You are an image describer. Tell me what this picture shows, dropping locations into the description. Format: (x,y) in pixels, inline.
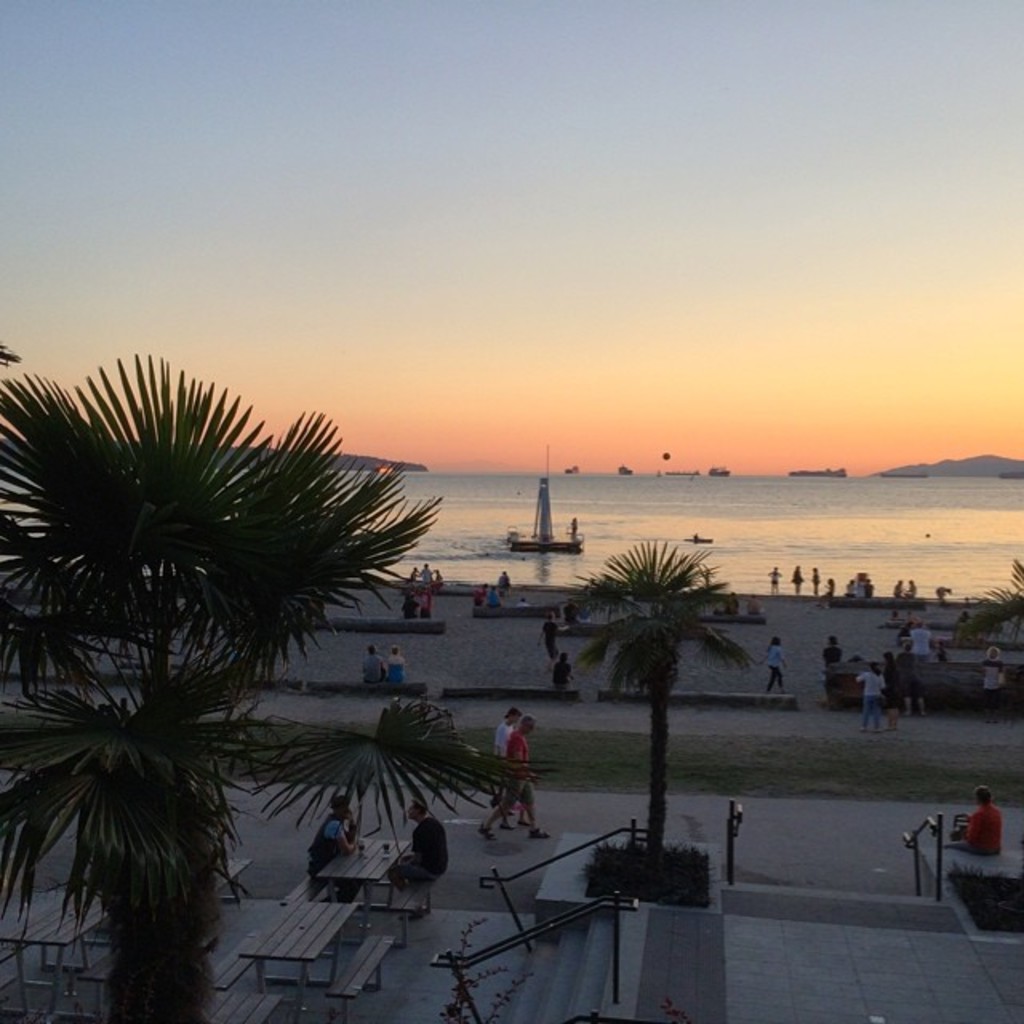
In this picture we can see two persons (432,860) were sitting on the bench (421,898) near to the table (370,882). On the table (384,868) there are two wine glasses (365,846). Beside them we can see the stairs (558,983) and grass (627,860). On the left (27,500) we can see the tree (161,774). In the background (529,572) we can see many boats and ships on the water (817,541). On the right (1014,464) background (1001,472) there is a mountain (1014,464). At the top (594,147) there is a sky (491,122). In the bottom right corner (999,844) we can see a man (973,829) who is sitting near to the fencing (938,833).
